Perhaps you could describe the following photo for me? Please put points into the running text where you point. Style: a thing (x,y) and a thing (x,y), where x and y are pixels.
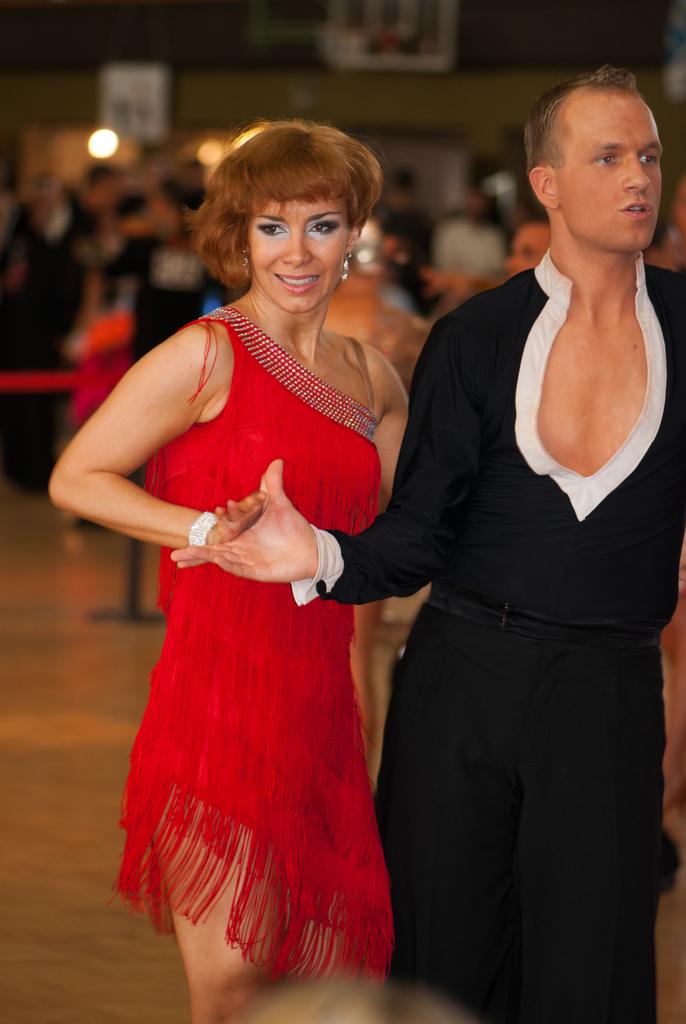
In this image I can see 2 people (335,620) standing at the front (357,595). The woman (285,654) at the center (269,440) is wearing a red dress (278,593) and the person (538,542) on the right (556,749) is wearing a black dress (499,581). The background (20,418) is blurred.
